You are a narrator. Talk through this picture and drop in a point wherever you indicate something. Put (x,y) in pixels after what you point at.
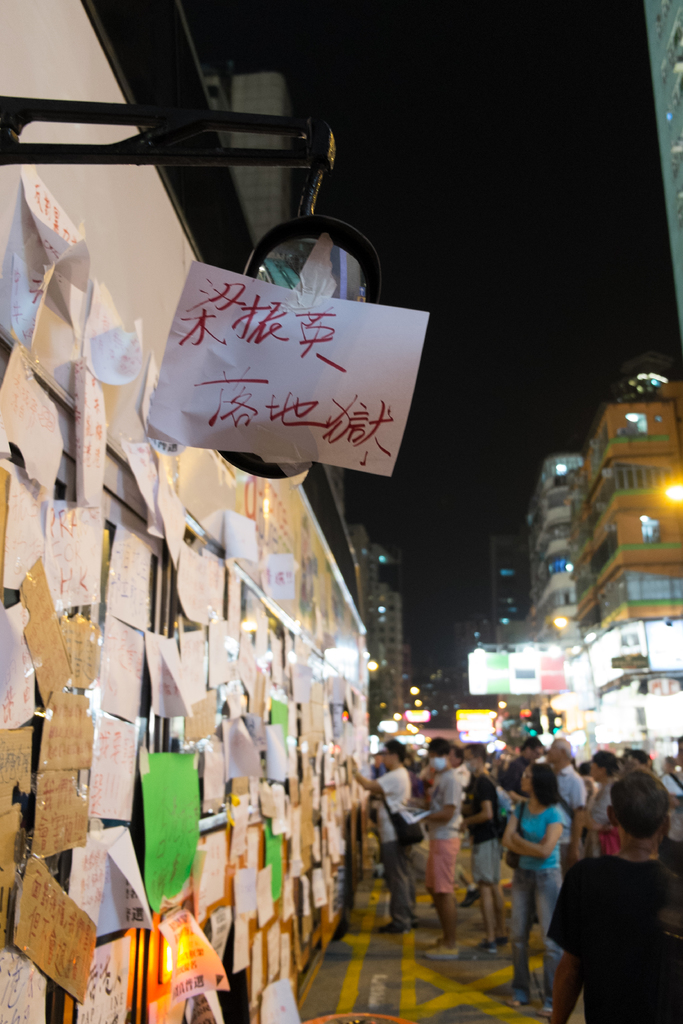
In this image there are some persons (552,907) standing in the bottom right corner of this image (495,843), and there are some stickers (13,638) are attached on the wall (150,976) as we can see on the left side of this image (211,865) and there are buildings (350,563) in the background (659,610), and there is a sky (469,312) on the top of this image (465,237).
